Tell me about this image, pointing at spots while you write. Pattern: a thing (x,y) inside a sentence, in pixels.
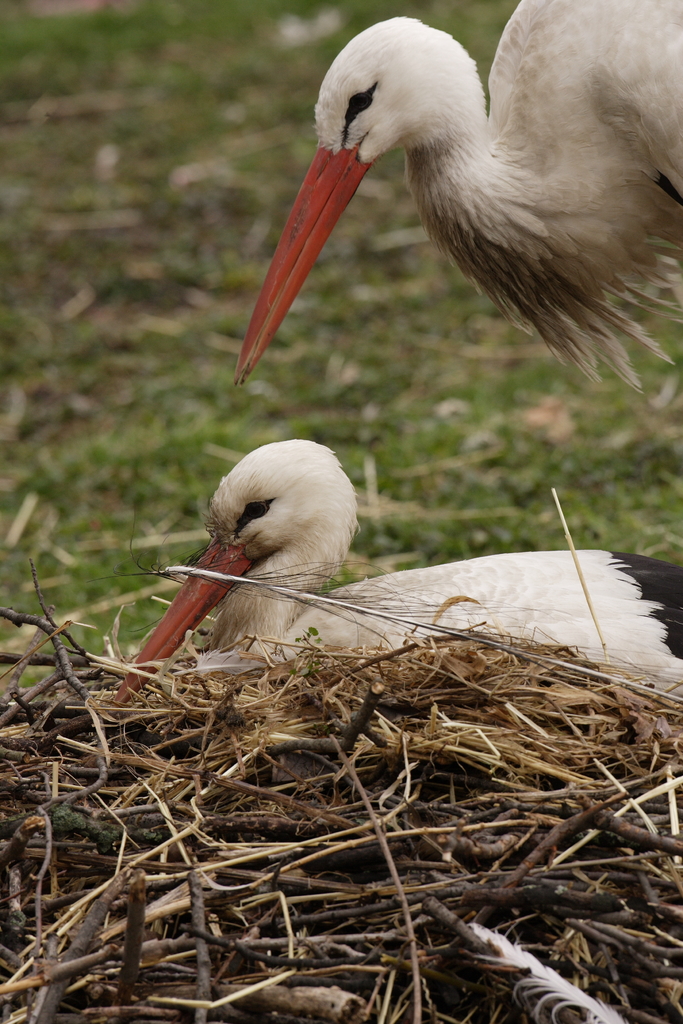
In this image I can see two white colour birds (502,83), grass (240,395) in background (51,189) and here I can see a nest (248,693). I can also see this image is little bit blurry from background (127,469).
